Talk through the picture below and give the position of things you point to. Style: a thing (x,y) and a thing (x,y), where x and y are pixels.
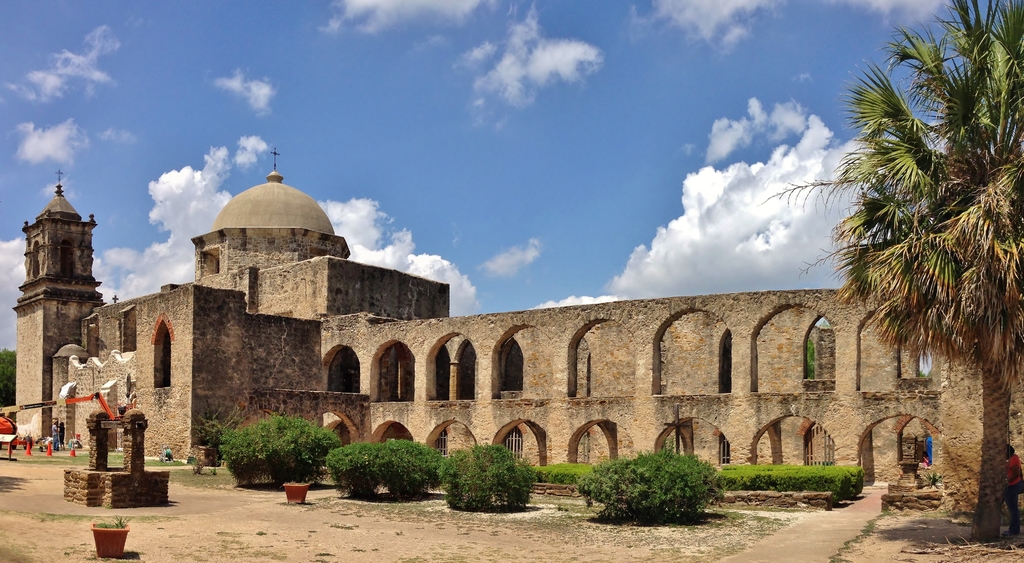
This picture is clicked in the historical place. In this picture, we see a church (184,342). At the bottom of the picture (120,518), we see flower pots (125,535), shrubs (257,478), plants (309,469) and a monument (103,492). On the right side (963,305), we see a tree (899,334). On the left side of the picture (31,445), we see traffic stoppers (47,454) and an orange color machine (12,421). At the top of the picture (433,115), we see the sky (553,150) and the clouds (444,274).
